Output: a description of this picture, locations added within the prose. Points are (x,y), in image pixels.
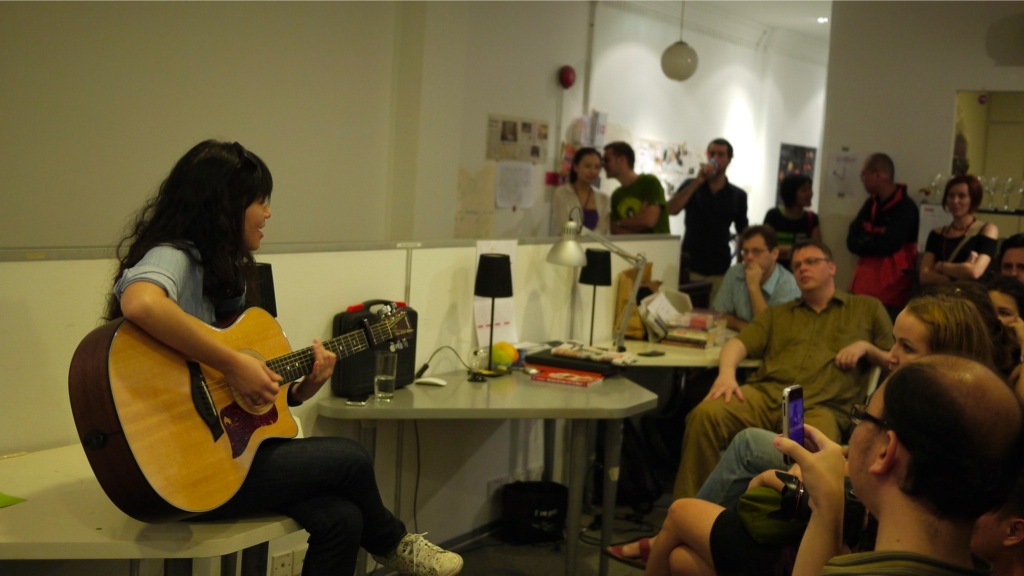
a person (183,317) at the left (154,419) is playing guitar (154,420). people (847,366) at the right (862,434) are sitting and listening to her. people (911,274) at the back (893,231) are standing.
